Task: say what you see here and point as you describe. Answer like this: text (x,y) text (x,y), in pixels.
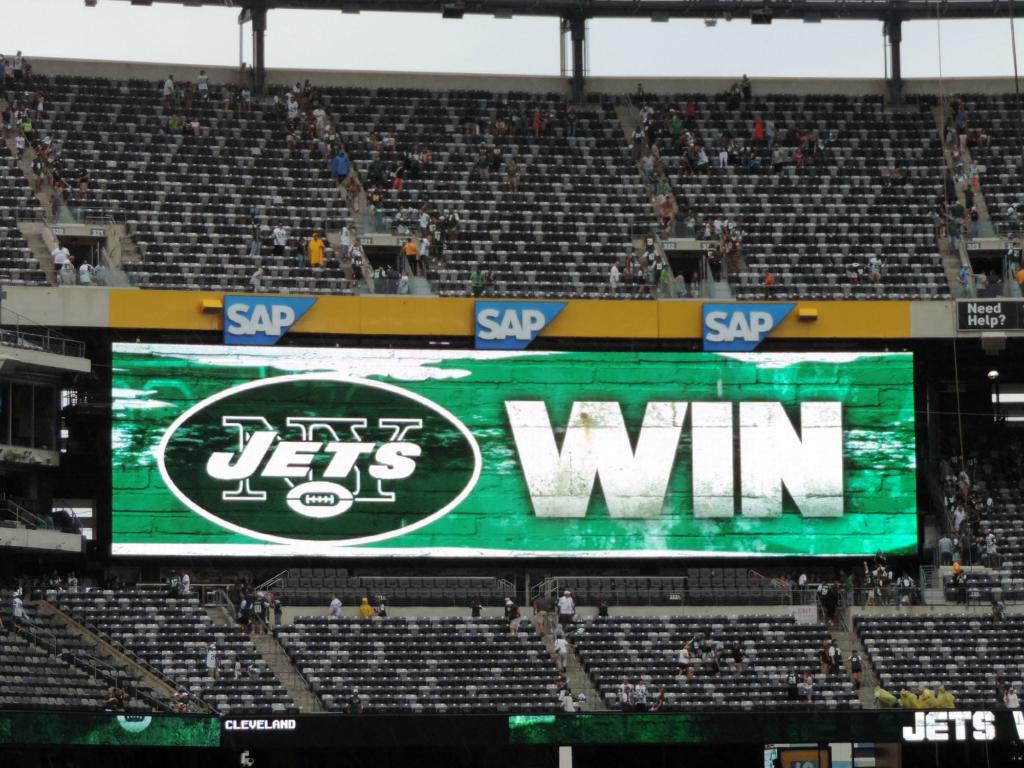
This is a stadium (662,360) where we can see only chairs (431,648), poles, hoardings (519,333), steps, screen (365,495), few persons (345,232) are standing and the sky (287,23).
